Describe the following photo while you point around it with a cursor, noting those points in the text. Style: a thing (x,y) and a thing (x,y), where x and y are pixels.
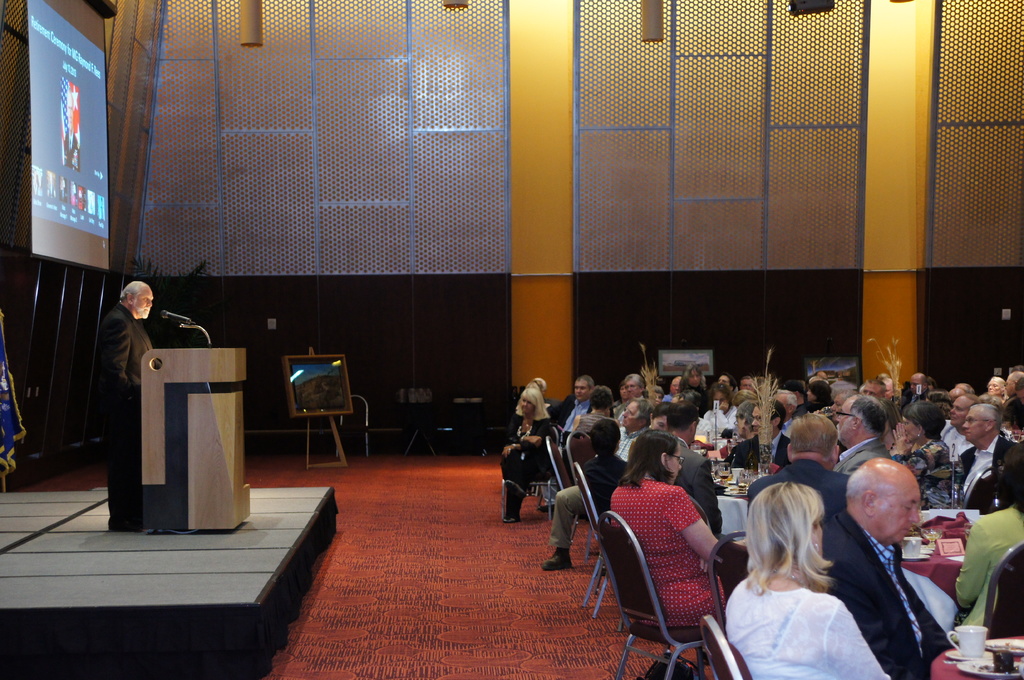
Bottom right side of the image (955,670) there are few tables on the tables (925,602) there are some glasses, cups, saucers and plates (1022,672). Surrounding the table (920,591) there are few chairs (547,438), on the chairs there are few people (895,621) sitting. Top right side of the image (956,101) there is a wall (881,42). Bottom left side of the image (179,489) a man (110,439) is standing beside a podium (201,349). He is speaking on a microphone (194,327). Top left side of the image (90,150) there is a screen (36,4). In the middle of the image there is a frame (307,368). bottom of the image (428,575) there is a carpet (430,556).
